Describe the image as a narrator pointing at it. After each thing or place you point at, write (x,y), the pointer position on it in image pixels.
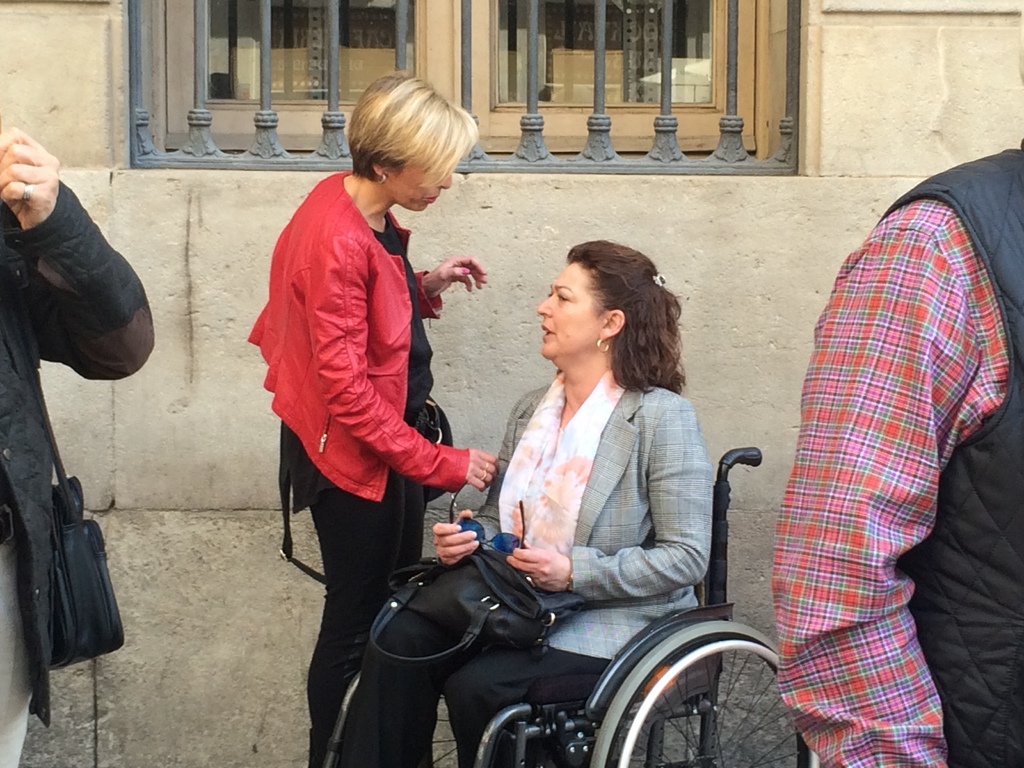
In this image, we can see a woman (647,574) sitting on the wheelchair (640,672). There are some people (868,451) standing, we can see a wall (854,172) and a window (441,63).
